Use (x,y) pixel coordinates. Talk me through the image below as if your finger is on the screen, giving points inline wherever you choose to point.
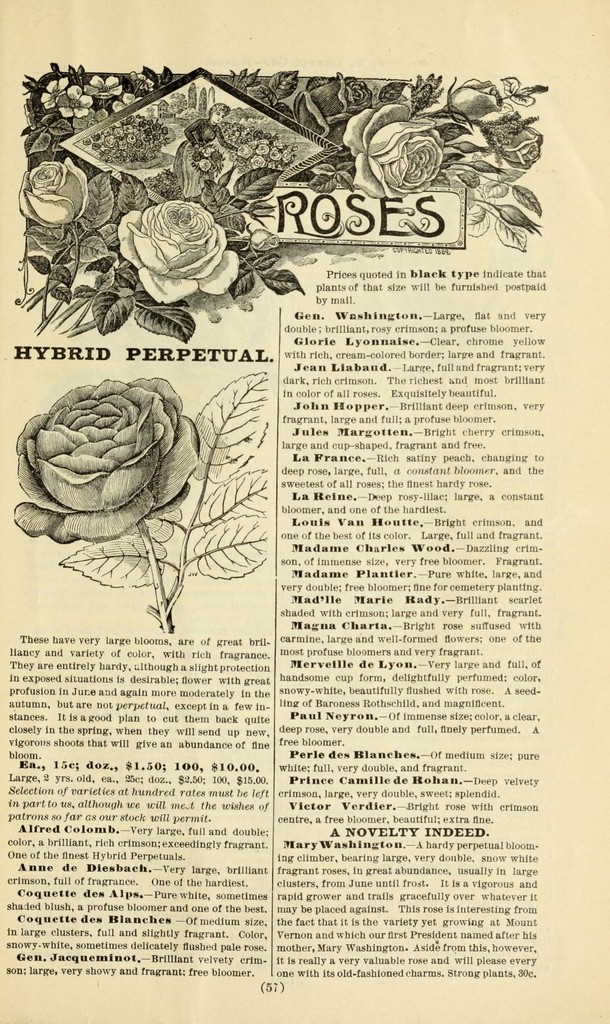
In this image we can see there is a paper (380,414) and some text (337,451) written on it. And there are roses (166,225) and a person's picture (206,161) drawn on it.
